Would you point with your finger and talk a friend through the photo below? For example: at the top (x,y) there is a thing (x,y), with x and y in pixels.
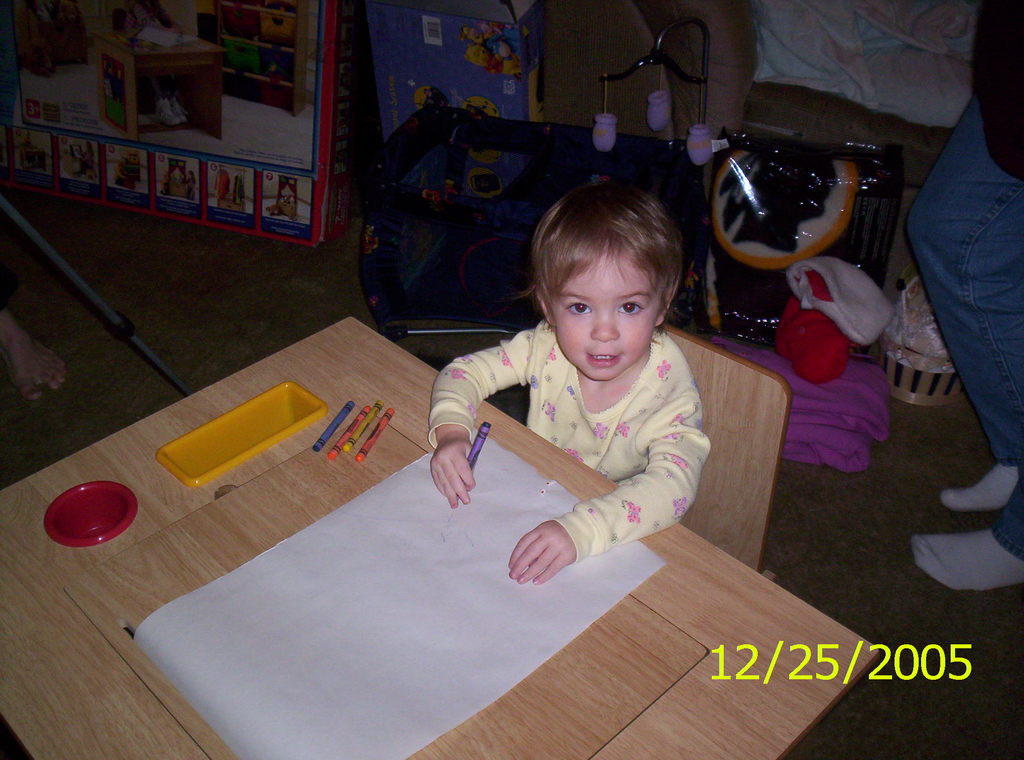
In this picture we can see a kid (620,316) sitting on the chair (780,461). This is table (707,696). On the table (699,754) there is a paper (475,605), pencils (371,444), and a box (227,422). And this is floor (223,306).
